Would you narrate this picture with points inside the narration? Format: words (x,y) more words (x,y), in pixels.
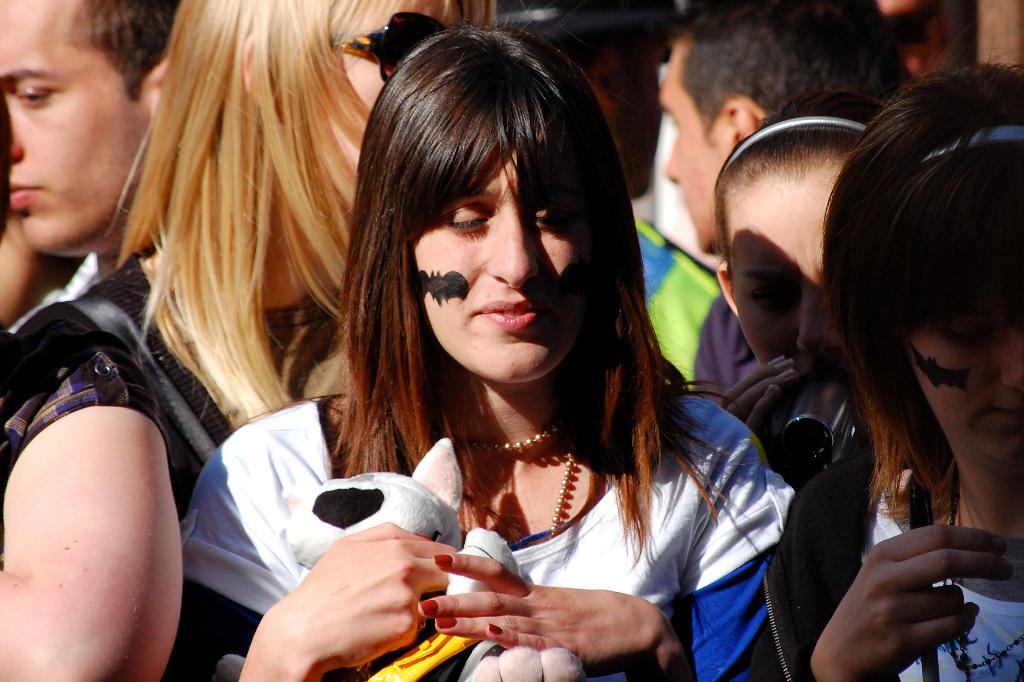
In this image we can see many people (721,302). One lady (471,365) is holding a doll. She is having a painting (434,294) of bat (437,281) on the face (444,267).
